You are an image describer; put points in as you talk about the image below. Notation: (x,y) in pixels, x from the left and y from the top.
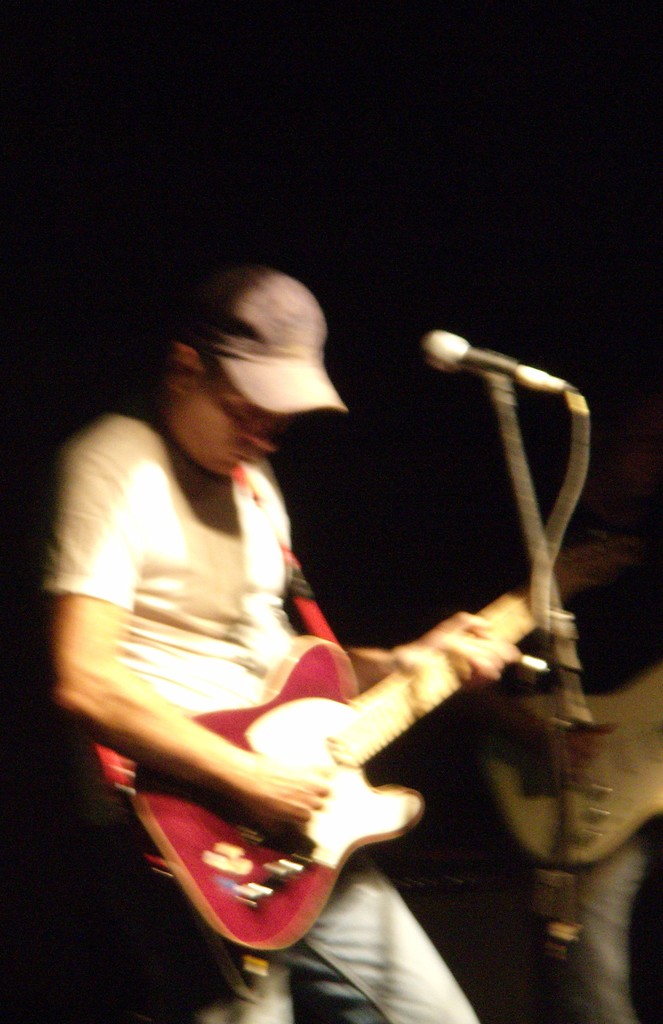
In this image there is a man (317,1004) who is standing and playing the guitar (236,861) with his hand (287,784) and there is a mic (456,348) in front of him. In the background (661,459) there is another man (653,517) who is also playing the guitar (632,698).
